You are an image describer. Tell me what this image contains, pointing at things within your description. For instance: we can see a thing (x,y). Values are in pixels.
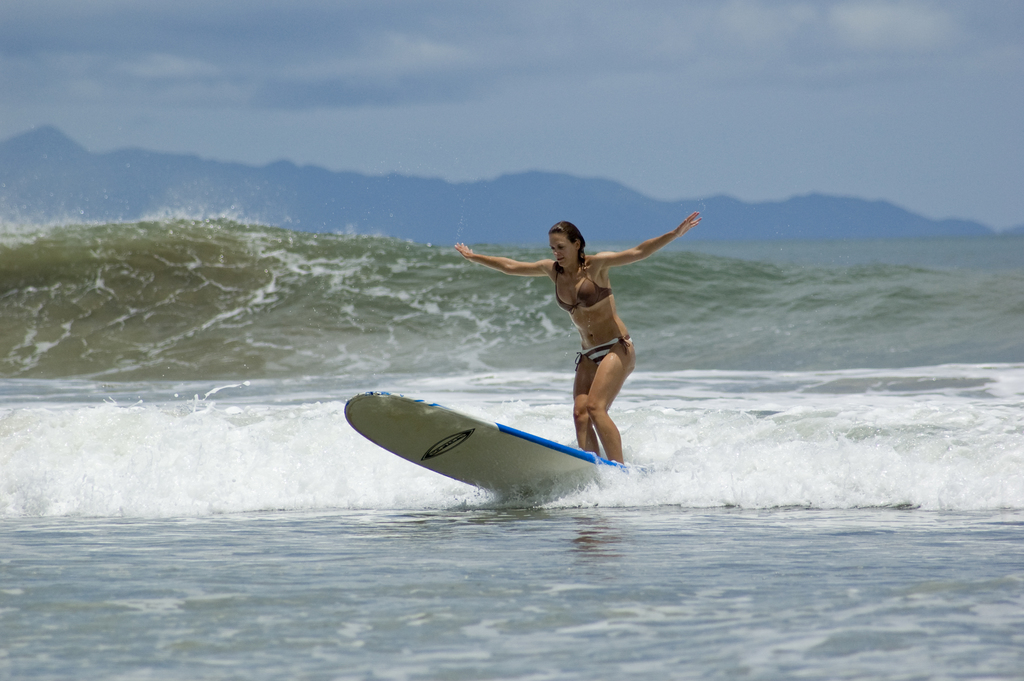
In the image we can see there is a woman (581,406) standing on the surfing board (580,471) in an ocean (627,404).
